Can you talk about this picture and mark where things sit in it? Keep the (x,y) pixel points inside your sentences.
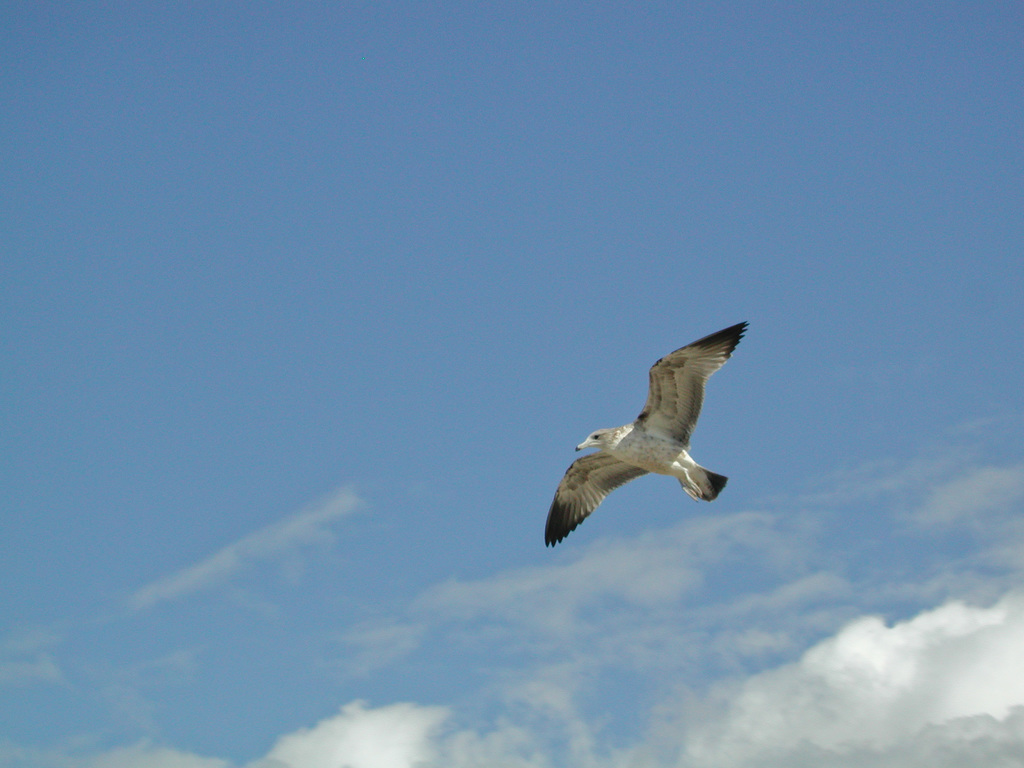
In the image there is a bird (594,502) flying in the sky (703,569).
